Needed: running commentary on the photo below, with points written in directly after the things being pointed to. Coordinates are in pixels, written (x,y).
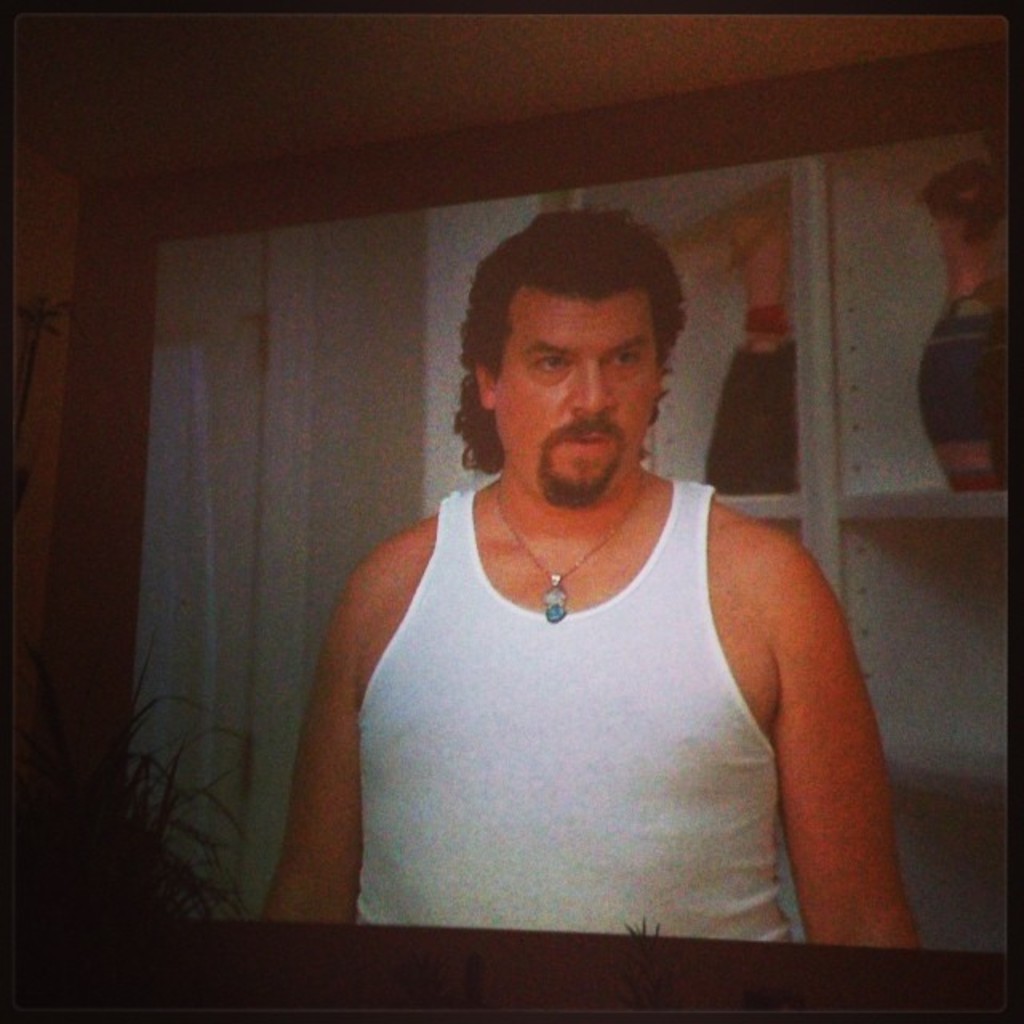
this picture is clicked inside. On the left corner (112,808) there is an object (138,888) seems to be a houseplant (123,799). In the center (661,504) there is a digital screen (853,551) with the picture (696,398) of a person (619,549) standing on the ground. In the background (811,232) we can see a white color cabinet (820,409) containing some items (957,423).
